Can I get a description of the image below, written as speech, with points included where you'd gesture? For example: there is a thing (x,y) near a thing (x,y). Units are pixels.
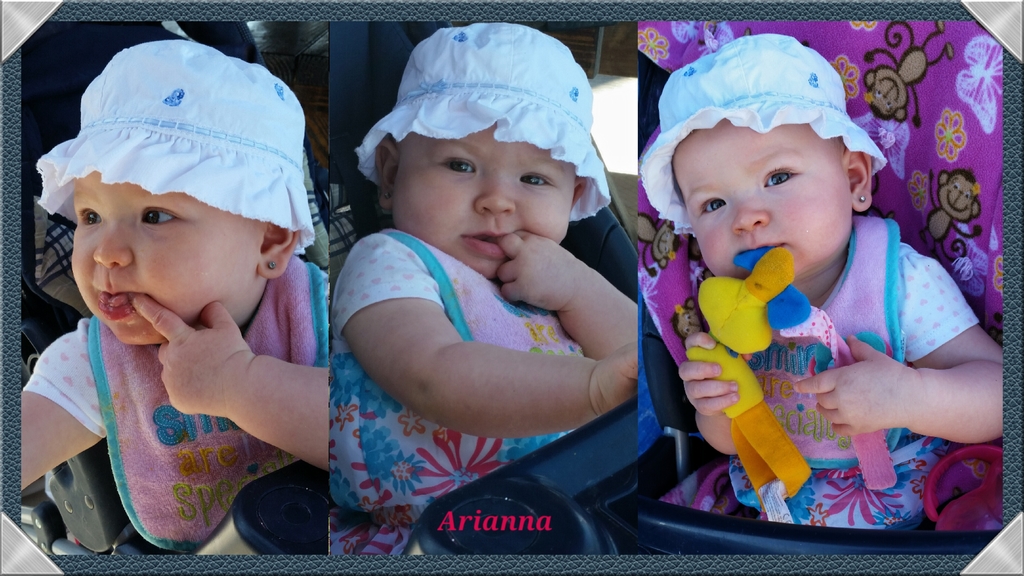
This is a collage image and here we can see kids (568,51) and one of them is holding toys (691,355). In the background (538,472), we can see trolleys (382,31). At the bottom (461,525), there is some text (513,520).
